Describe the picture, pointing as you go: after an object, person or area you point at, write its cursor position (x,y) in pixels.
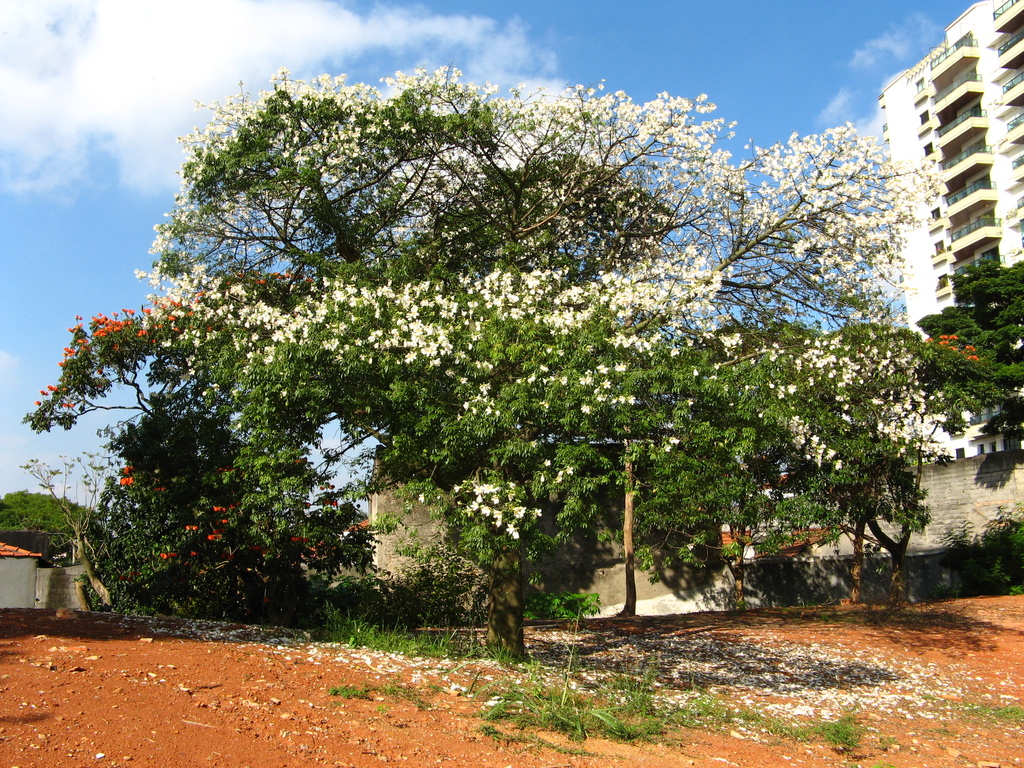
In this image we can see sky (872,19) with clouds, buildings (910,177), shed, trees (679,491) and shredded flowers (801,657) on the ground (289,724).
